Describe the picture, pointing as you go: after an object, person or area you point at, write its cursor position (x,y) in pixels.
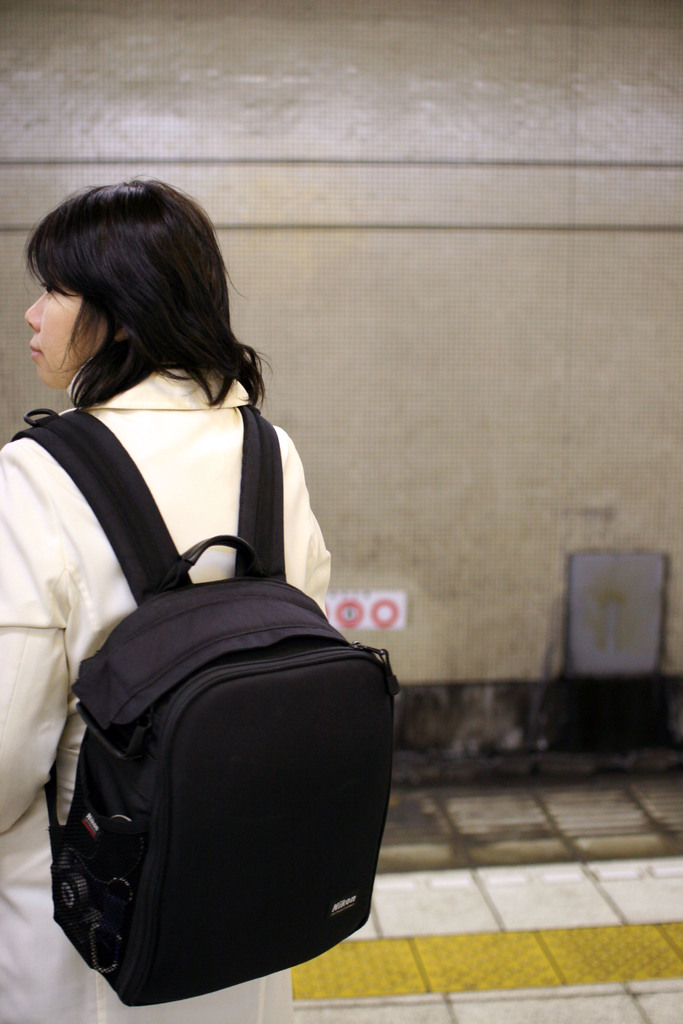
A woman (3,784) is carrying a bag (280,834) and standing behind her there is a wall (340,203).
